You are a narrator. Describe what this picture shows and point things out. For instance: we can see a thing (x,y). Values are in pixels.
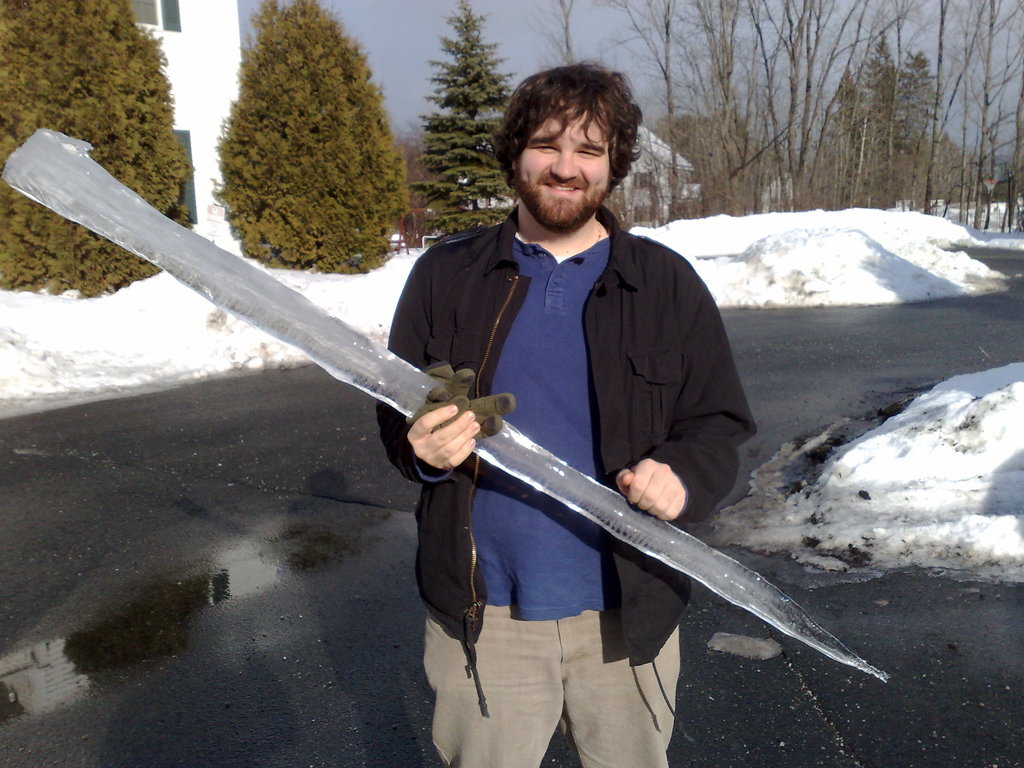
In this image I can see a man (684,516) is holding the ice piece (623,522) in his hand (675,502), he wore coat (668,445), t-shirt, trouser (534,702). Behind him there is the snow (726,255), on the left side (60,32) there are trees (484,62). At the top (534,59) it is the sky (534,38).
